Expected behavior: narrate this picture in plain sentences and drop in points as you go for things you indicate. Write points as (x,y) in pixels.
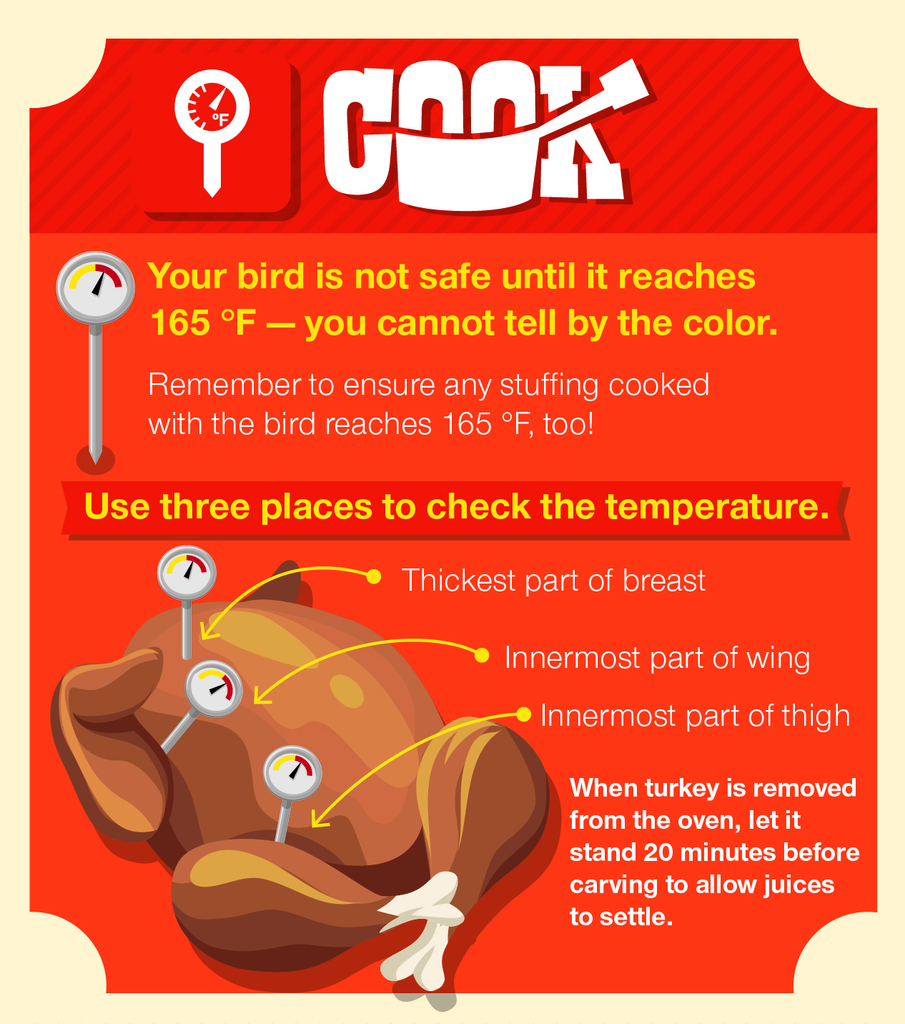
This is a poster in this image there is some text (198,331), and there is turkey (290,833).
